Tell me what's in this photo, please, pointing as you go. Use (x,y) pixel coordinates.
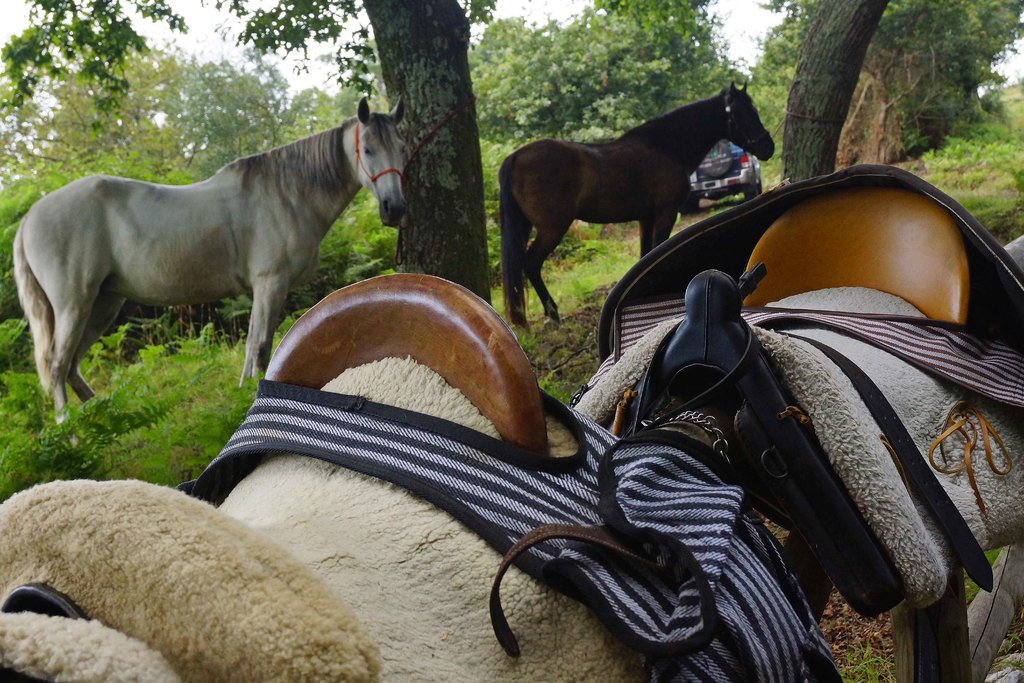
In this image I can see an open grass ground (574,301) and on it I can see one white colour horse (397,225), one brown colour horse (515,198), number of trees (410,30) and a vehicle (743,157). In the front (600,387) I can see two horse seats (294,360), clothes (996,361) and belts (887,316). I can also see the sky (190,4) in the background (722,18).
